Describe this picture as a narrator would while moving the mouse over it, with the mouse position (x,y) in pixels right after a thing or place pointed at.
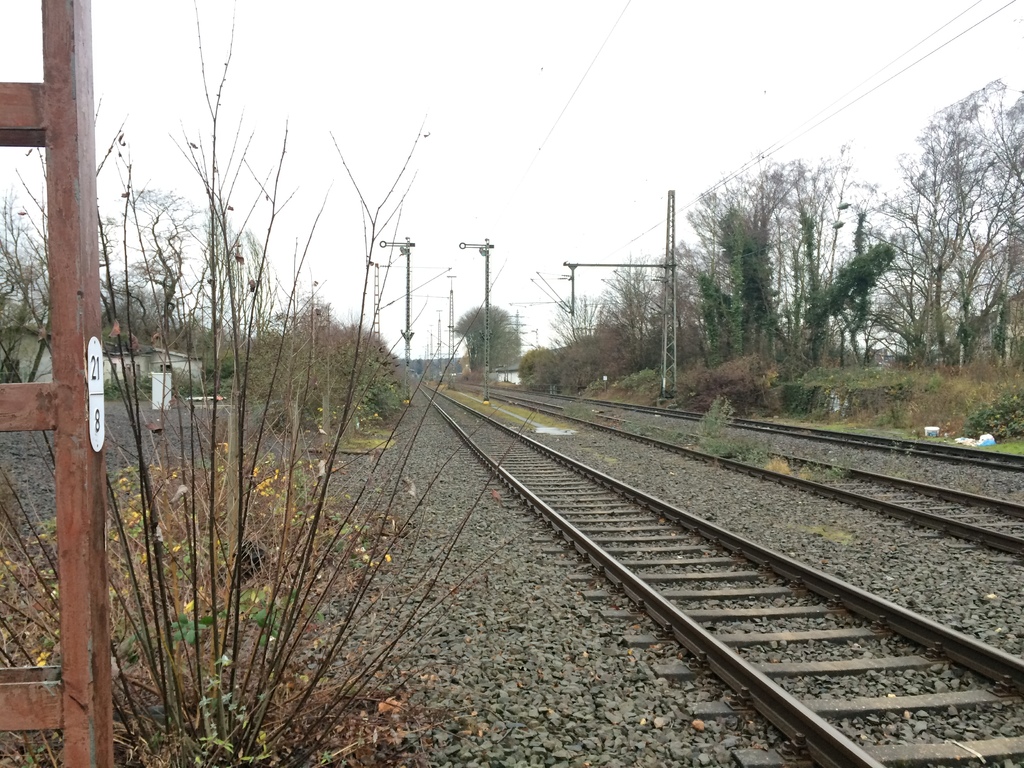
In this image I can see the track (912,651). To the side of the track (763,634) there are many poles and trees (585,371). In the background (582,155) I can see the sky (574,98).
